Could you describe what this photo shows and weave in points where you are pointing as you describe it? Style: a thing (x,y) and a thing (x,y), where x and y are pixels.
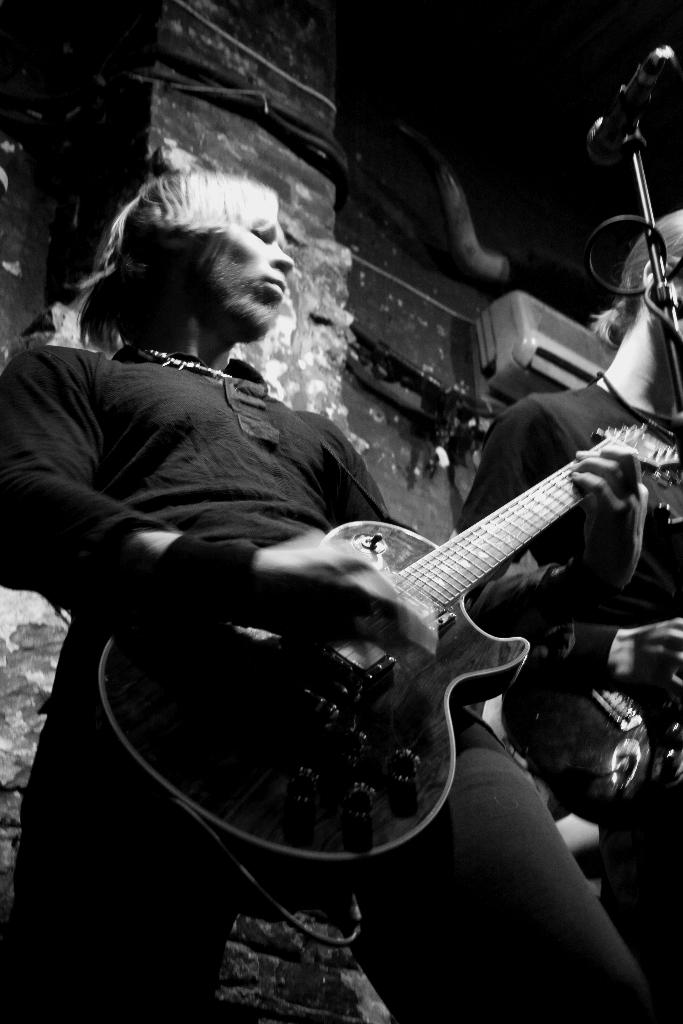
In this picture we can see a person (177,254) holding guitar (237,698) in his hand (278,560) and playing it aside to him other person (531,431) standing and in background (433,333) we can see wall (430,327), AC (505,310) and it is dark.
